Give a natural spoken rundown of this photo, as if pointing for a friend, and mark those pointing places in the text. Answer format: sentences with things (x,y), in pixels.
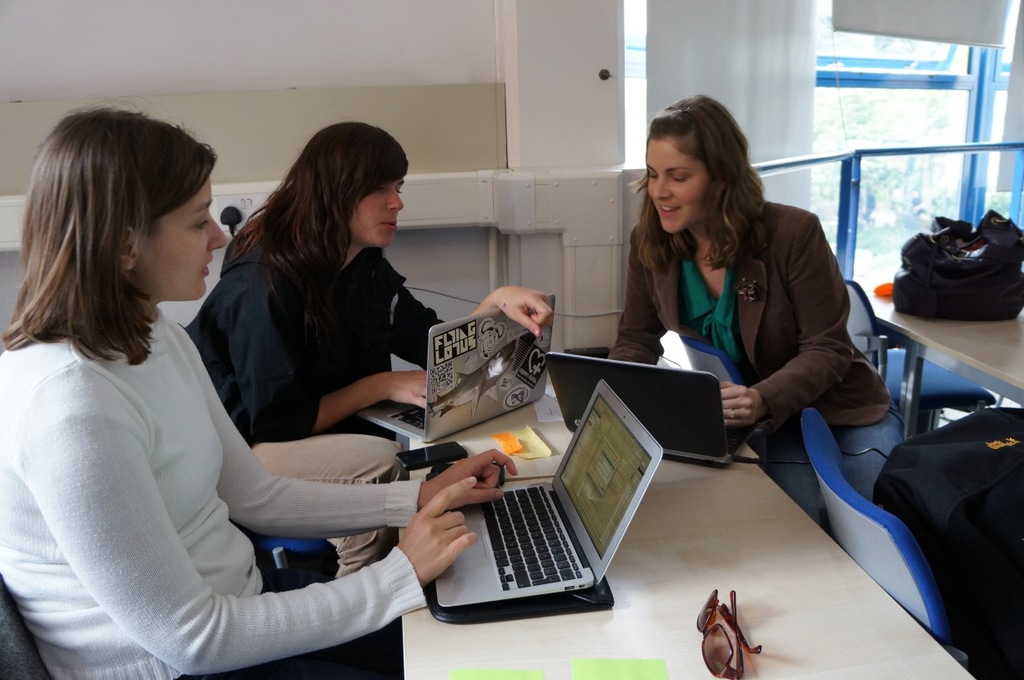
In this image, I can see three persons (320,356) sitting on the chairs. At the bottom of the image (637,651), I can see a table (634,523) with laptops (483,412), a mobile phone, papers (529,446) and goggles (716,673). On the right side of the image (924,492), I can see two bags (940,428) on a table (959,347) and a chair (893,522). In the background (431,142), there is a wall (372,122) and a glass window (887,86).
